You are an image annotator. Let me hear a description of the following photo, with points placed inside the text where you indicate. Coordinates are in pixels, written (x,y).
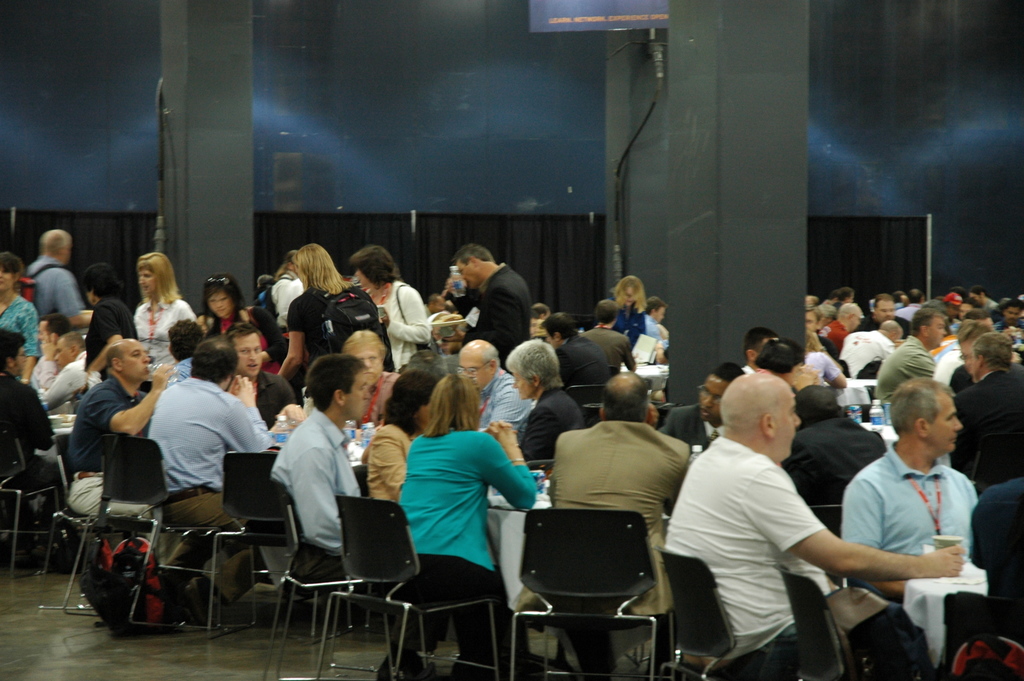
As we can see in the image there is a blue color wall (397,123), few people (497,278) standing and sitting here and there and there are tables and the man (736,479) who is sitting over here is wearing white color t shirt (750,536) and holding a glass (955,548).
